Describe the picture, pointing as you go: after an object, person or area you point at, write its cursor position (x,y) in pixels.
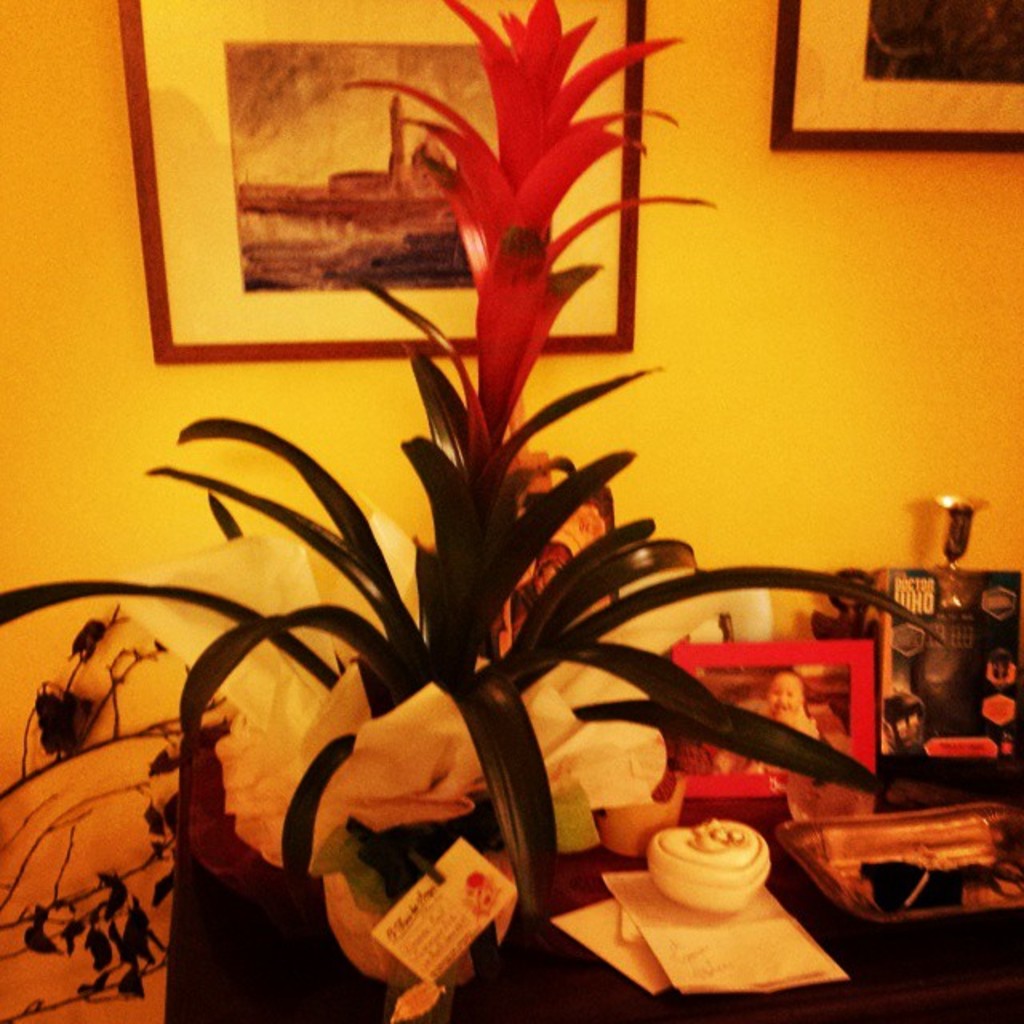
In this image, at the bottom (575,944) there is a table (685,1014) on that there are papers (713,966), posters (511,886), box (692,874), plant (523,791), tissues (475,784), photo frame (824,729), some objects (880,878), toys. In the background (359,455) there are photo frames (311,358) and a wall (84,506).
